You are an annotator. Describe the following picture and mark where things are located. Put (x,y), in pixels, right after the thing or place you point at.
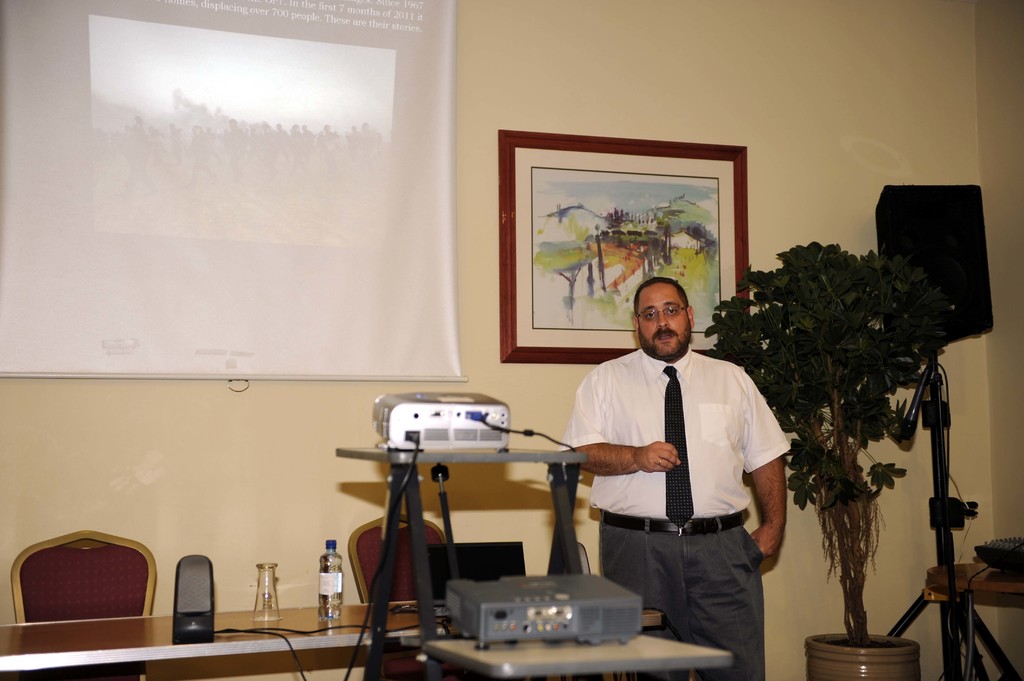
In this image we can see a man (725,505) is standing, he is wearing white shirt (739,493) and grey pant (718,573). Beside him one plant (811,459) and one tripod stand (940,433) is there. Behind him one wall (686,75) is there, on wall (639,41) one frame (676,216) and screen (263,226) is attached. To the left side of the image (39,647) one table (78,636) and chairs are there. On table (302,644) speaker (198,595), glass (262,617) and bottle (327,592) is present. In front of the table (406,615), one stand (509,666) is there. On the top of the stand (468,662) projectors (553,626) are present.
